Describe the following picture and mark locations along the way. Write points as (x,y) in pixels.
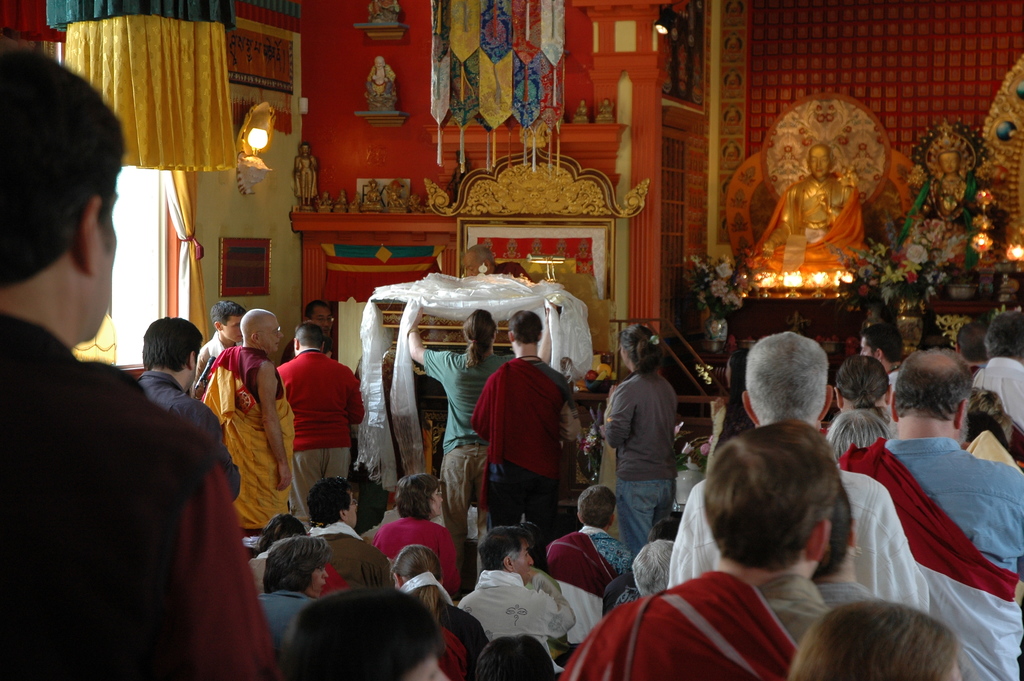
Here people (553,431) are standing, here some people (514,607) are sitting, here there are sculptures (836,221), this is light (249,144), there is a photo frame (250,277) on the wall (282,227).
